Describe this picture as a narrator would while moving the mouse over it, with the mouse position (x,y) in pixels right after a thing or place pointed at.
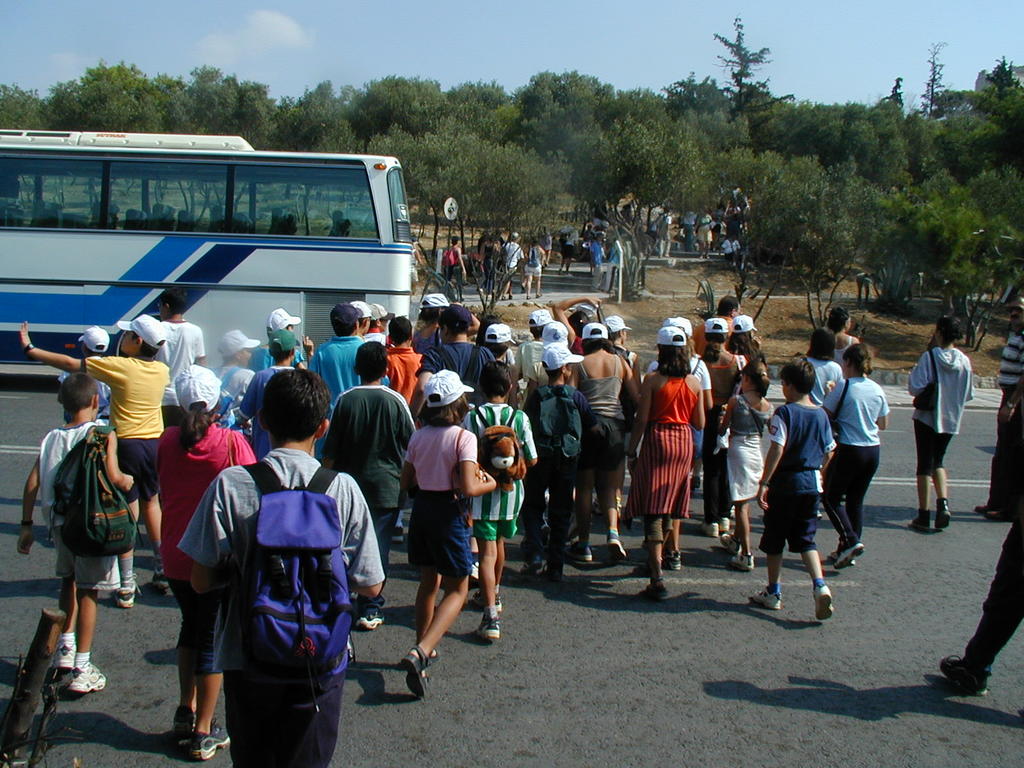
In this picture we can see group of people (524,345) and few people (556,494) carrying backpacks (483,435), on the left side of the image (117,201) we can see a bus (48,270) on the road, in the background (449,152) we can find few trees (348,98) and clouds (265,30).
